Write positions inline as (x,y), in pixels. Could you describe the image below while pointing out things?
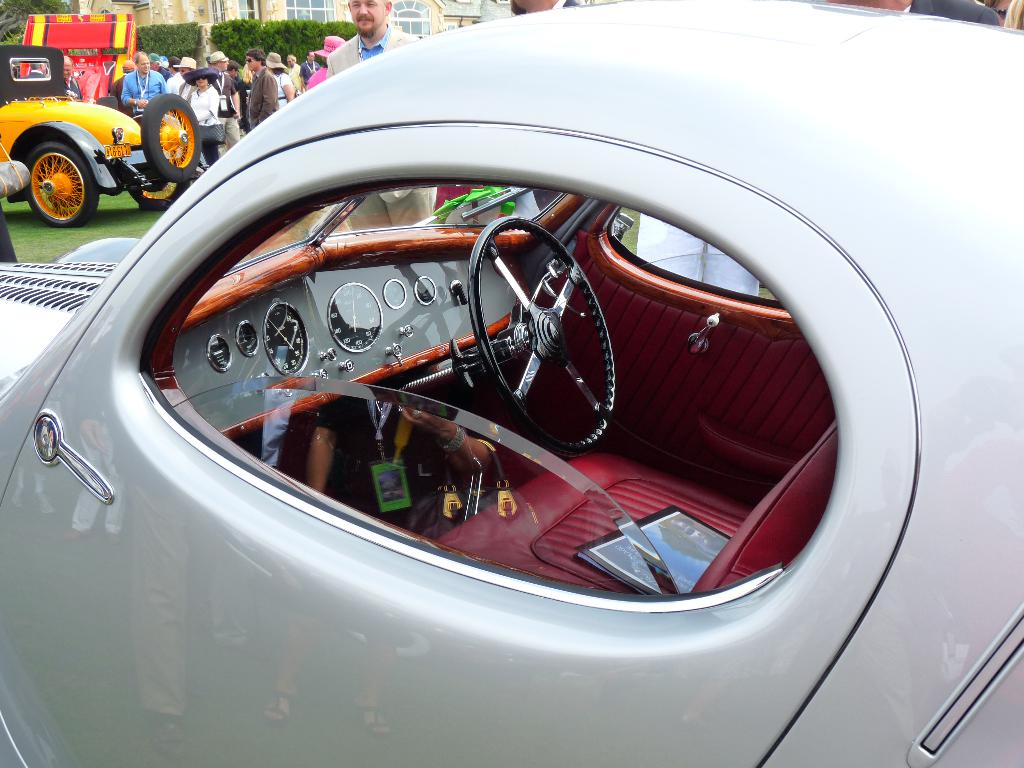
In this image I can see a vehicle (199,259) in gray color, inside the vehicle (311,461) I can see a steering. Background (282,22) I can see group of people (253,82) standing, trees (259,45) in green color and a building (244,9) in cream color.
